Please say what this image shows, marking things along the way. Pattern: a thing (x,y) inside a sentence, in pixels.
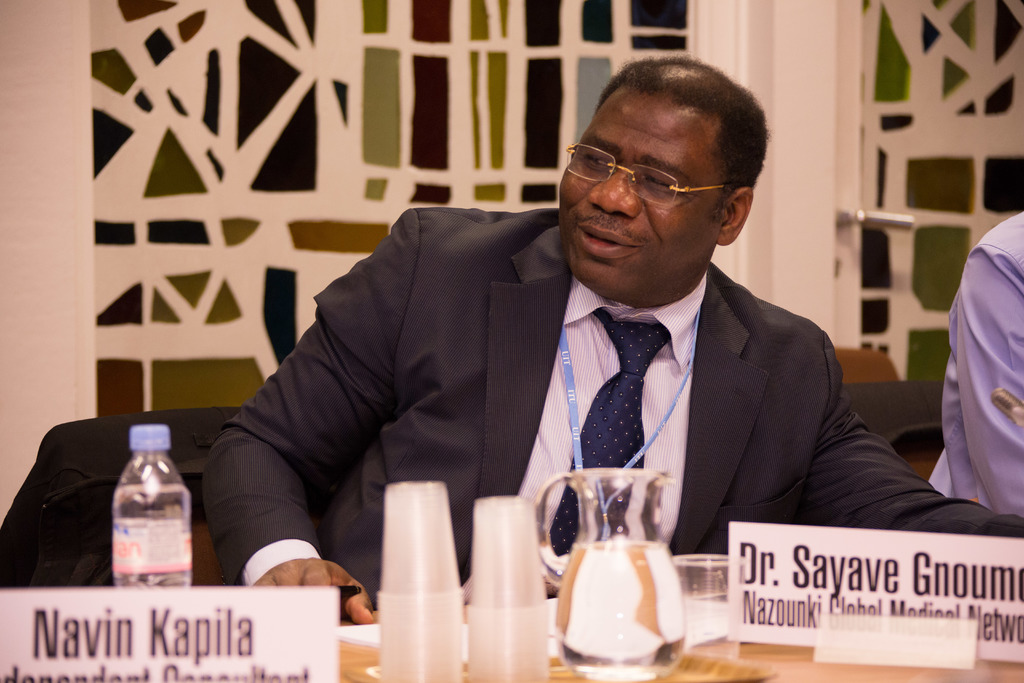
A man (432,280) is sitting in the chair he wears a coat (522,381), tie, shirt (597,351) there is a water Jug (611,558) in front of him.
